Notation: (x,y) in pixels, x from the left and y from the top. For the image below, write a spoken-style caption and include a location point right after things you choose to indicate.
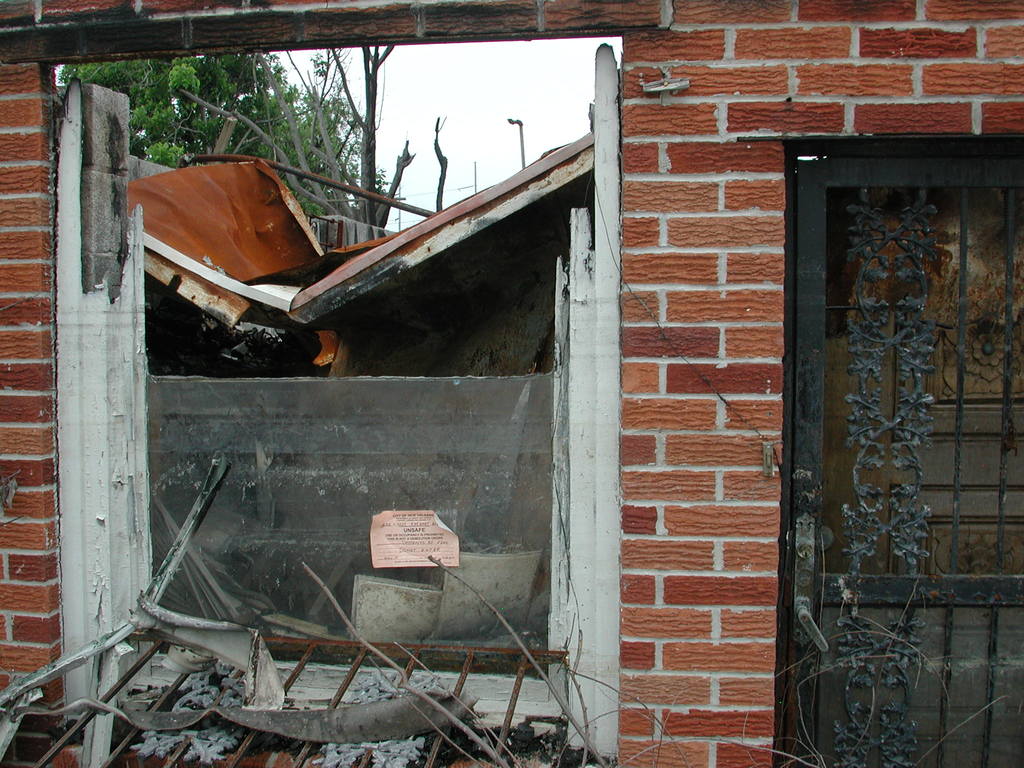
In the background (563,94) we can see the sky (511,78), trees (91,69), poles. In this picture we can see grille (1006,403), objects (121,649), paper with some information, wall (708,369) and few objects (139,686). On the right side of the picture (897,720) we can see a gate (834,570).
